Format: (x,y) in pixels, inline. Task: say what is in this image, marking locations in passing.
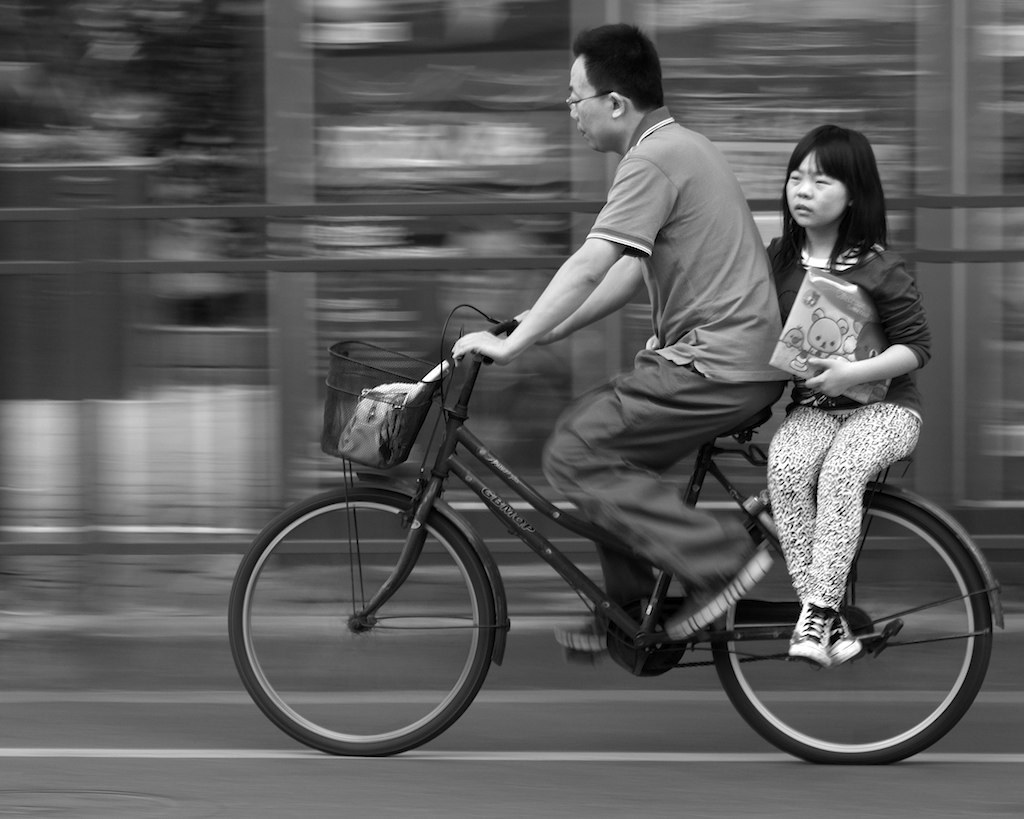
The men (689,313) is riding a bicycle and there is a kid (843,260) sitting behind him and holding an object (846,344) in her hand (834,364).
